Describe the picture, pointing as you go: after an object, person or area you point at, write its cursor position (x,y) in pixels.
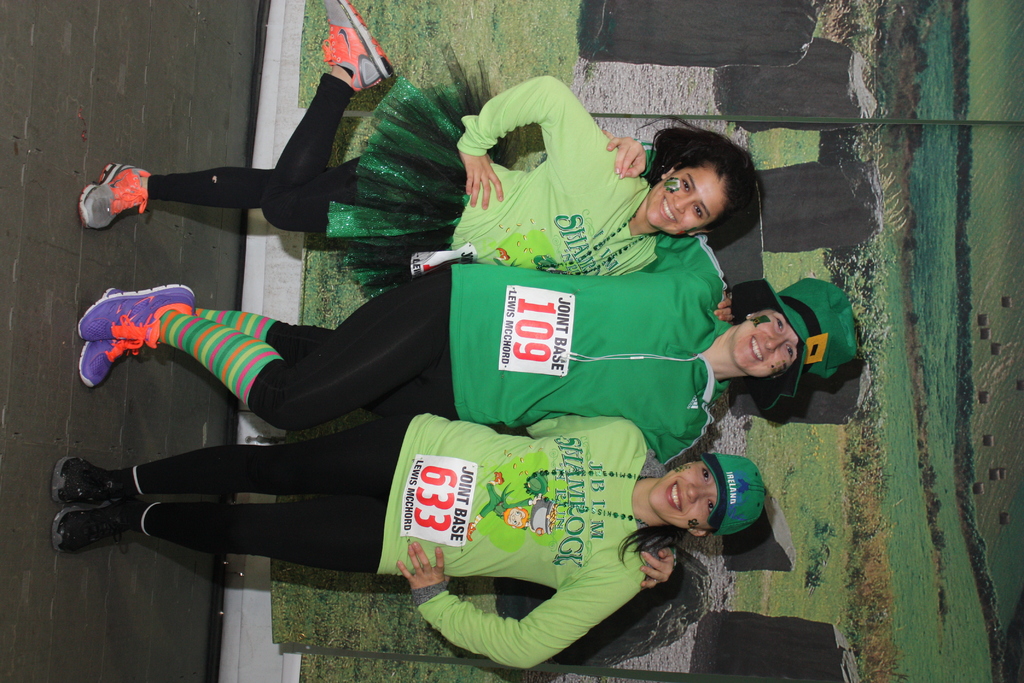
In this image we can see three ladies (776,349), one of them is wearing a hat (827,328), behind them there is a poster (905,429) of a scenery (768,266).
